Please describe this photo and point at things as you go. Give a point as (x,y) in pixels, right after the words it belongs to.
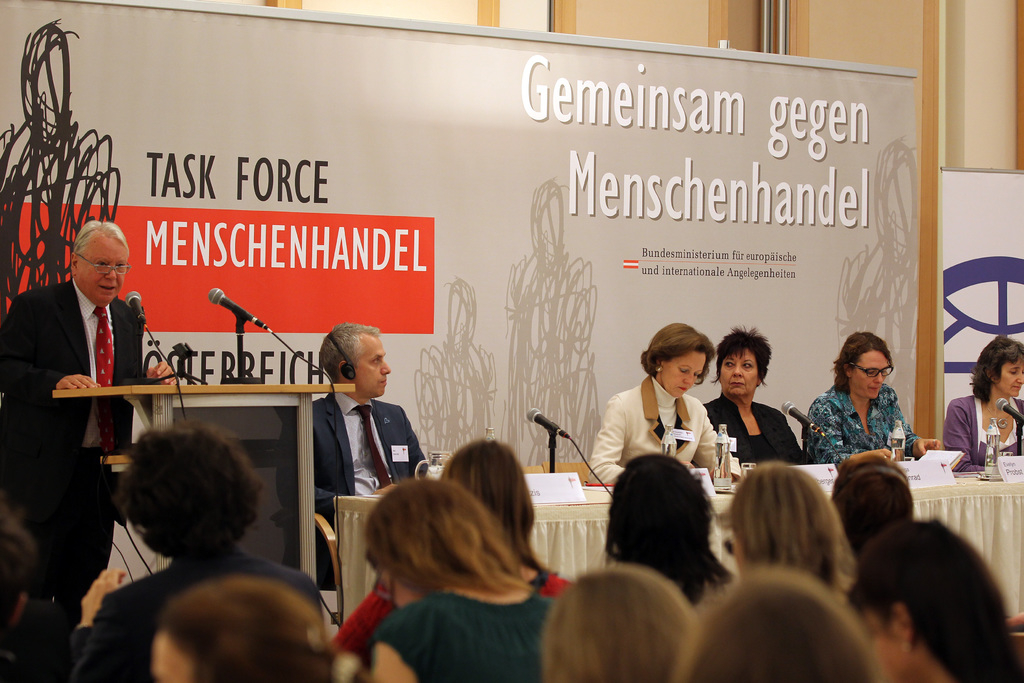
In this picture we can see some persons (315,634) are sitting on the chairs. This is table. And these are the mikes (226,301). On the background (551,292) there is a hoarding (723,250). And there is a white color cloth (551,512) on the table (549,524).
